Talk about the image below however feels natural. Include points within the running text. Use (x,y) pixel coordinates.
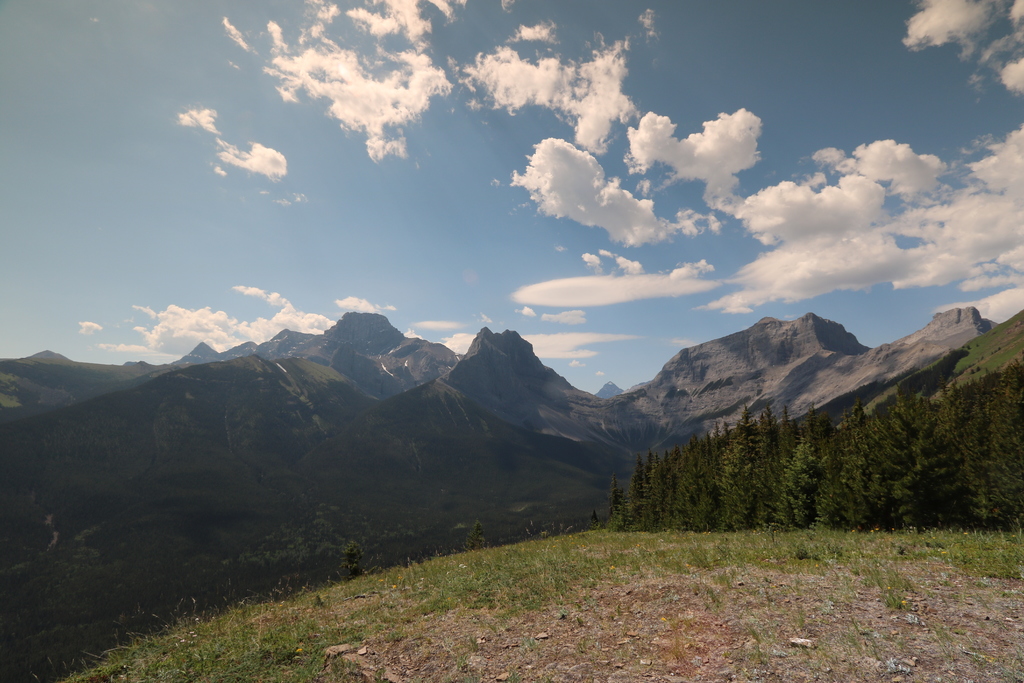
In this image I can see an open grass ground (654,563) and on it I can see number of trees (924,411). In the background (476,507) I can see mountains (491,476), clouds (835,245) and the sky (431,139).
